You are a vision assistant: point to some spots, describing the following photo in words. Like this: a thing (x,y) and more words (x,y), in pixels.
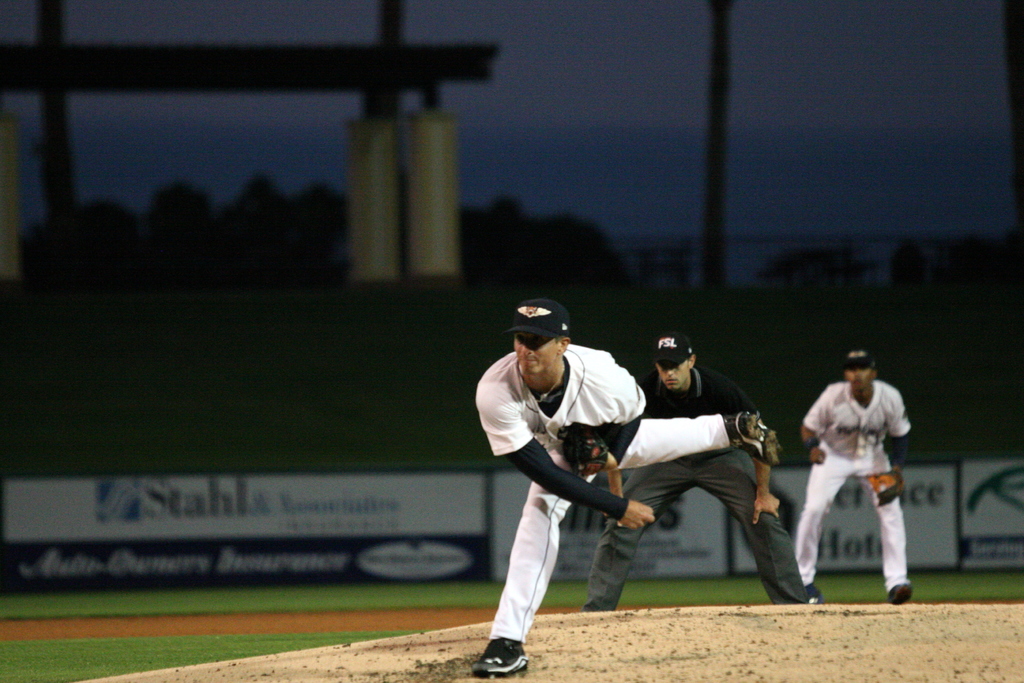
In this image we can see men (801,585) standing on the ground (283,595). In the background (404,115) we can see trees (217,236), advertisement boards (244,579), poles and sky (603,87).
